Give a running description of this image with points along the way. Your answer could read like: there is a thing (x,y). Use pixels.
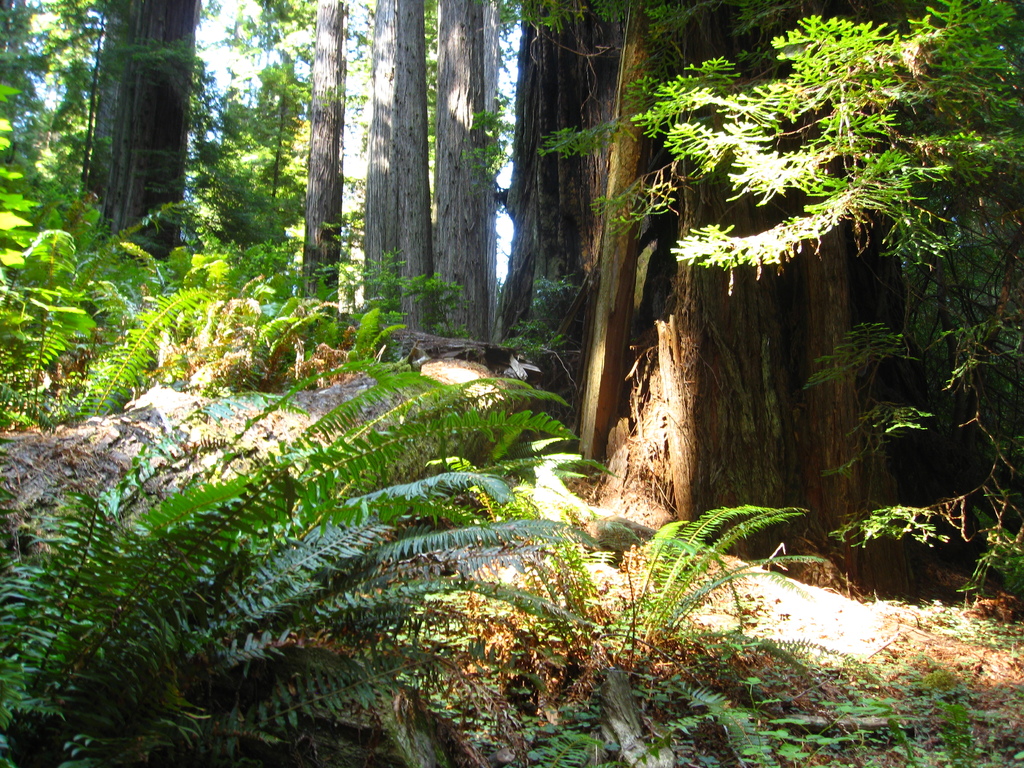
In this image I can see plants (56,190), trees (451,10) and trunks (418,257) of the trees (662,167) on the ground (990,689).
